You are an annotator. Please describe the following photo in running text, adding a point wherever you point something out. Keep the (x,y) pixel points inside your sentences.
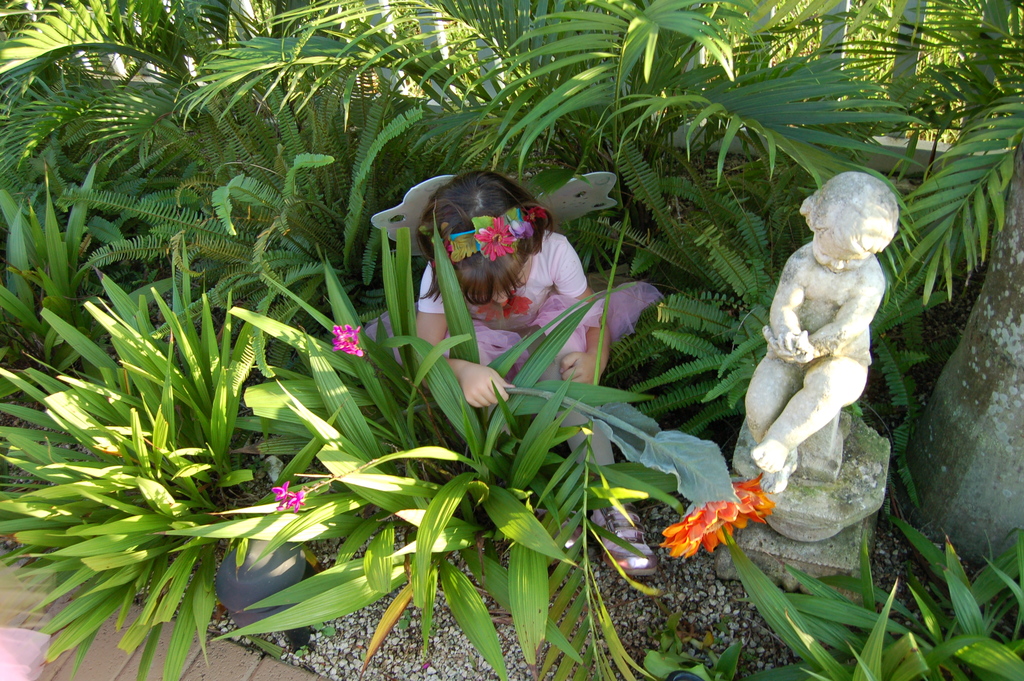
In this image we can see a statue (808,264) and a girl (535,241) between the plants (729,262). In addition to this we can see cement grill (120,63), pole (897,60) and stones (473,660).
